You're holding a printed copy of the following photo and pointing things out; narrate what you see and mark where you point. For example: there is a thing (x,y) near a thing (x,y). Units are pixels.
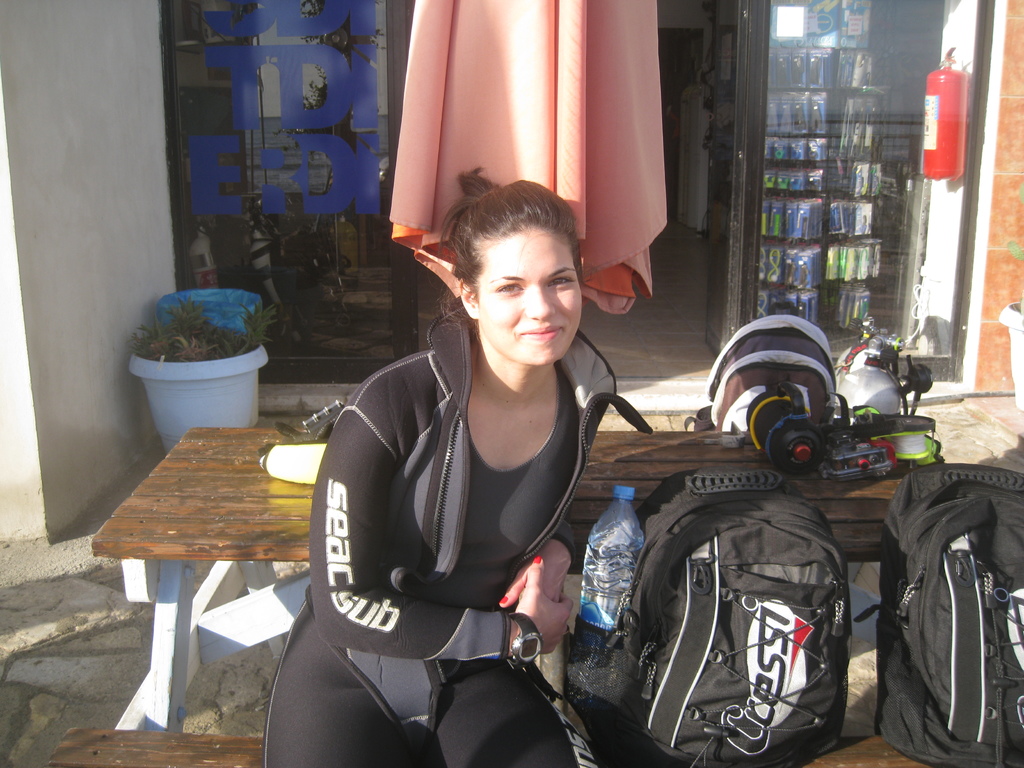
In this image there is a woman (363,659) wearing a black jacket (394,445) and black trousers (485,697) sitting on a bench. Besides her there are two black bags (799,573). On one of the black bag (680,682) there is a bottle (606,599). She is leaning to a table (225,478). On the table (690,462) there are some gadgets (800,446) and a bag (747,378). Behind her there is a closed umbrella (566,99), a store (716,83) and a plant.
